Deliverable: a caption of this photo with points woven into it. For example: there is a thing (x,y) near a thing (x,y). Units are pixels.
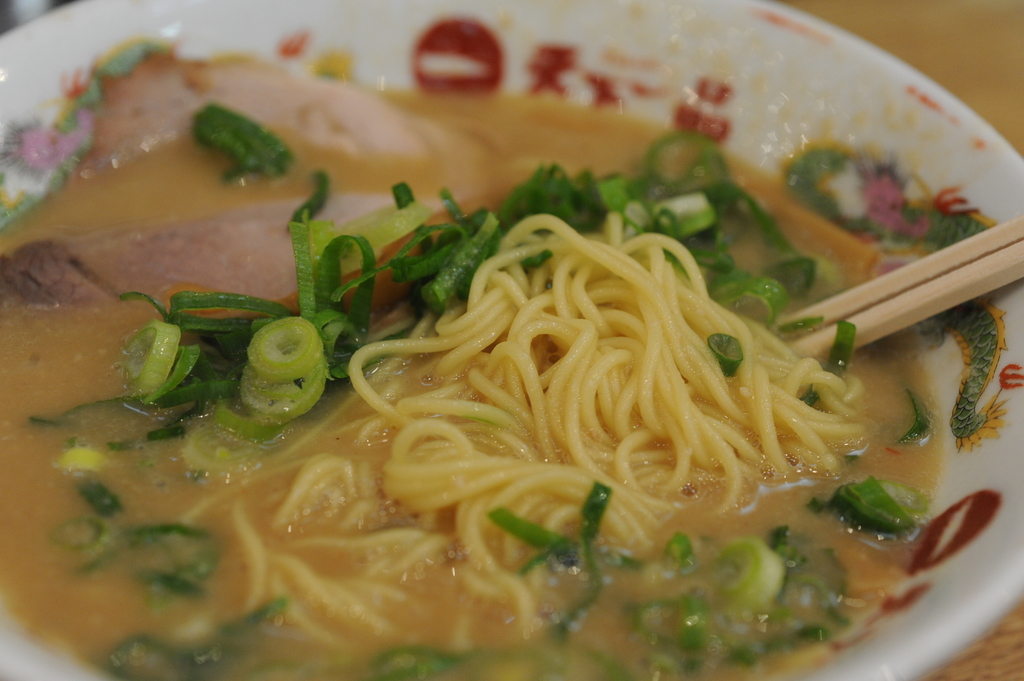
In the picture we can see some noodles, soup (875,436), some leafy vegetables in a bowl (1008,529) and chopsticks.
